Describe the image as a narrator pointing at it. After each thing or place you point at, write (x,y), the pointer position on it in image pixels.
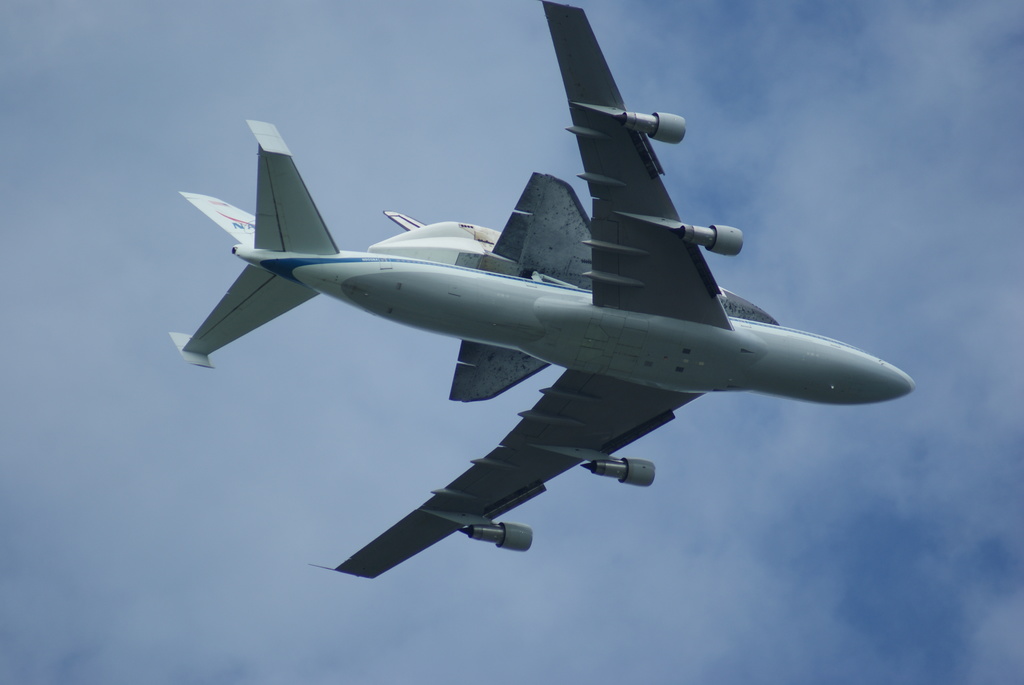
There is an airplane (683,298) flying in the air (802,316). In the background (923,126), there are clouds (904,228) in the sky (198,255).
